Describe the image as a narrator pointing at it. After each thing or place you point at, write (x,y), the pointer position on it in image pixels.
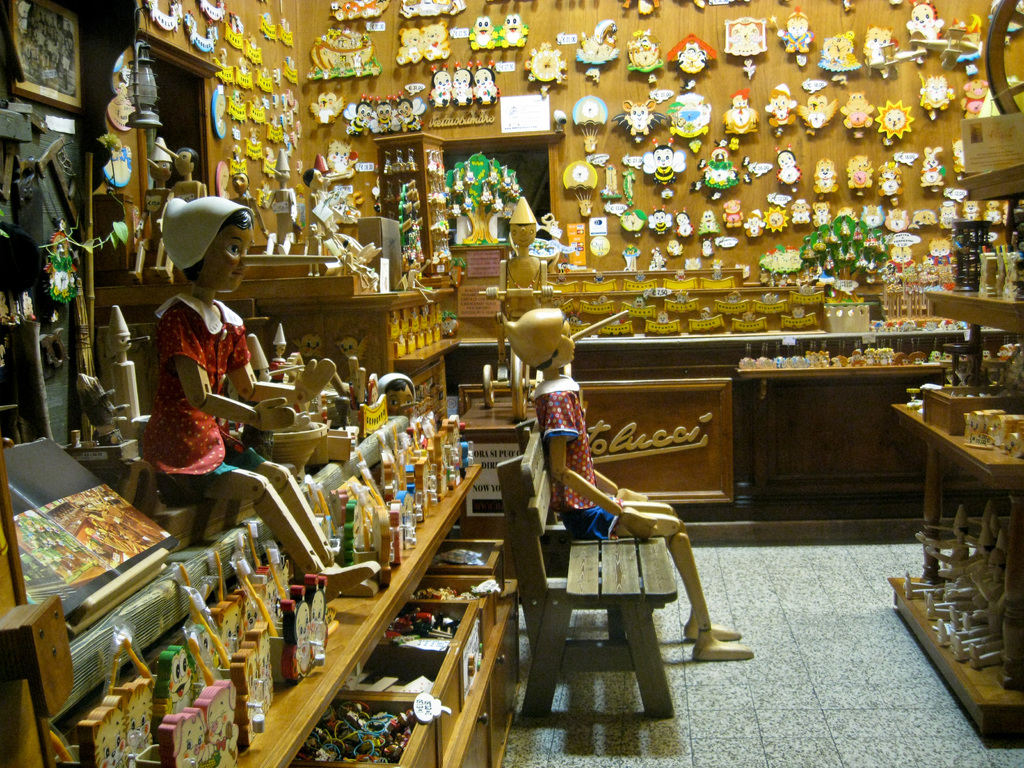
Here we can see dolls (307,521) present and one doll (519,335) is sitting on a bench (524,440) present in the middle (529,322) and this total looks like a toy shop (126,574).
